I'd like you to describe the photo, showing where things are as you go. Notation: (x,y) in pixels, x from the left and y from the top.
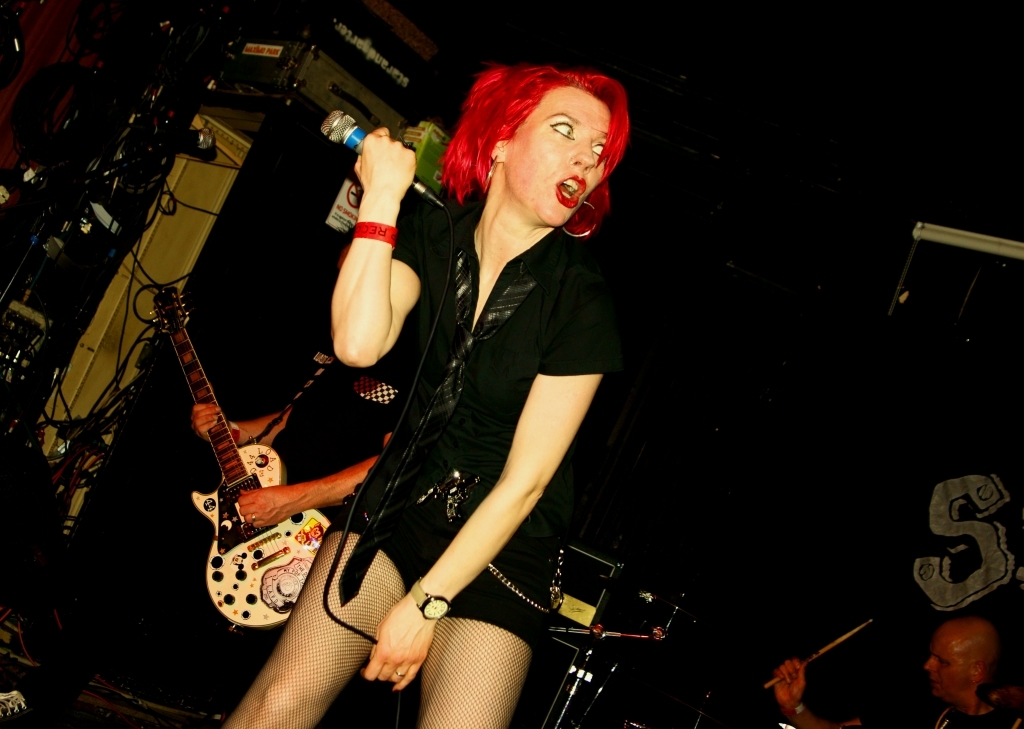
In this picture we can see one women (486,128) standing and holding a mike (358,145) in her hand (402,165) and she is giving aww expression on her face (565,201). We can see persons (377,453) on the platform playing musical instruments (219,538). Background (728,154) is dark.
